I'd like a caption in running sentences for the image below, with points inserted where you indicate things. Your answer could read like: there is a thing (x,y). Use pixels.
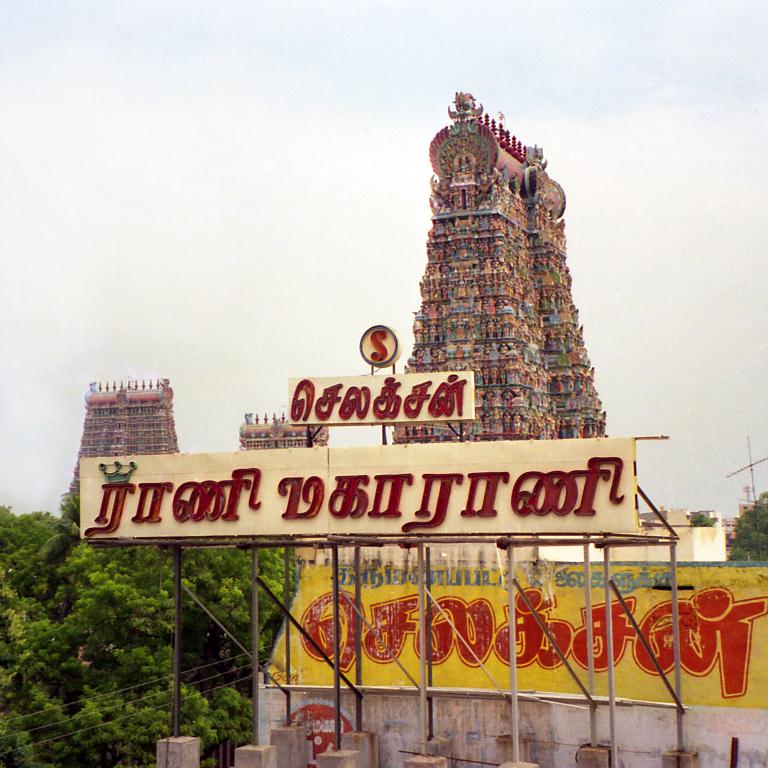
In this image we can see temples (508,375), name boards (257,495), iron poles (231,635), cables (208,691), buildings (682,551), trees (169,631) and sky (412,178) with clouds (730,327).
